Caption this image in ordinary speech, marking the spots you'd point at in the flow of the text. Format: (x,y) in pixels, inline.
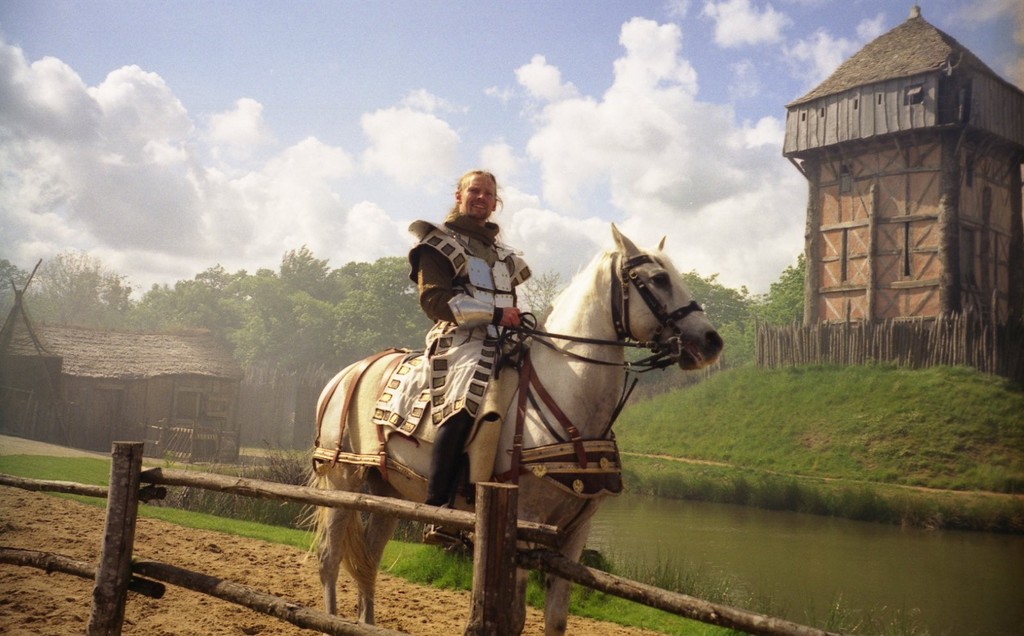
This person (440,355) sitting on the horse (619,378). We can see grass (868,506), sand (214,566), water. On the background (304,341) we can see house (143,366), trees (326,315), sky (322,221) with clouds (329,207).
